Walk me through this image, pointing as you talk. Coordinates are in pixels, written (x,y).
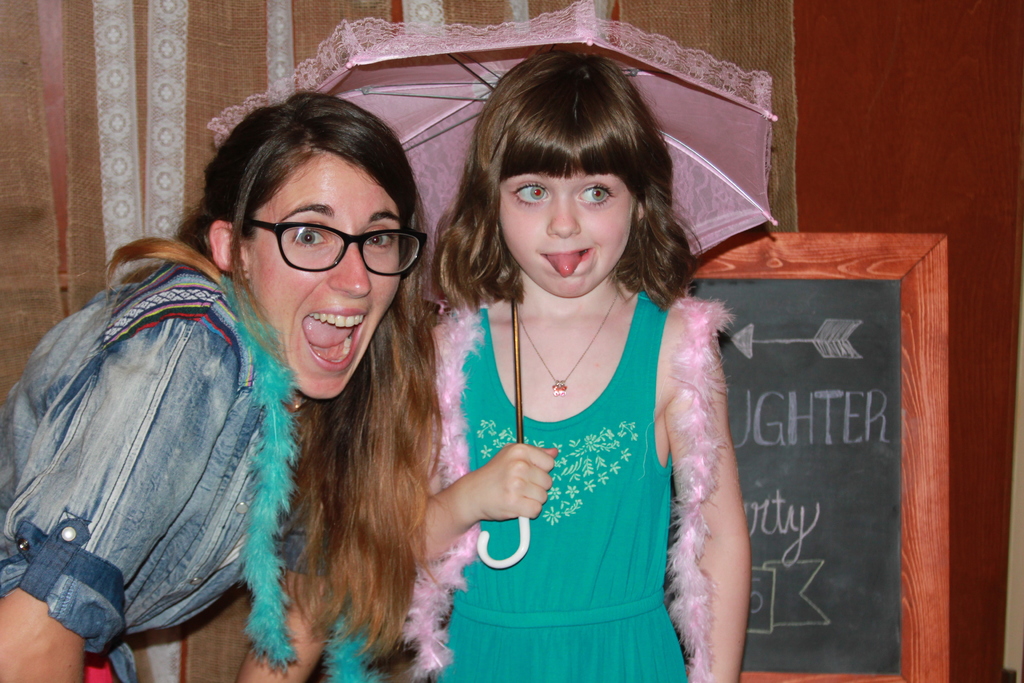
In this picture, there is a girl (440,330) holding an umbrella (426,169). She is wearing a blue frock (610,514). Beside her, there is a woman (360,415) wearing a blue shirt (177,423). Towards the right (850,482), there is a board (766,462) with some text (872,426). In the background (320,26), there is a curtain (736,55).
